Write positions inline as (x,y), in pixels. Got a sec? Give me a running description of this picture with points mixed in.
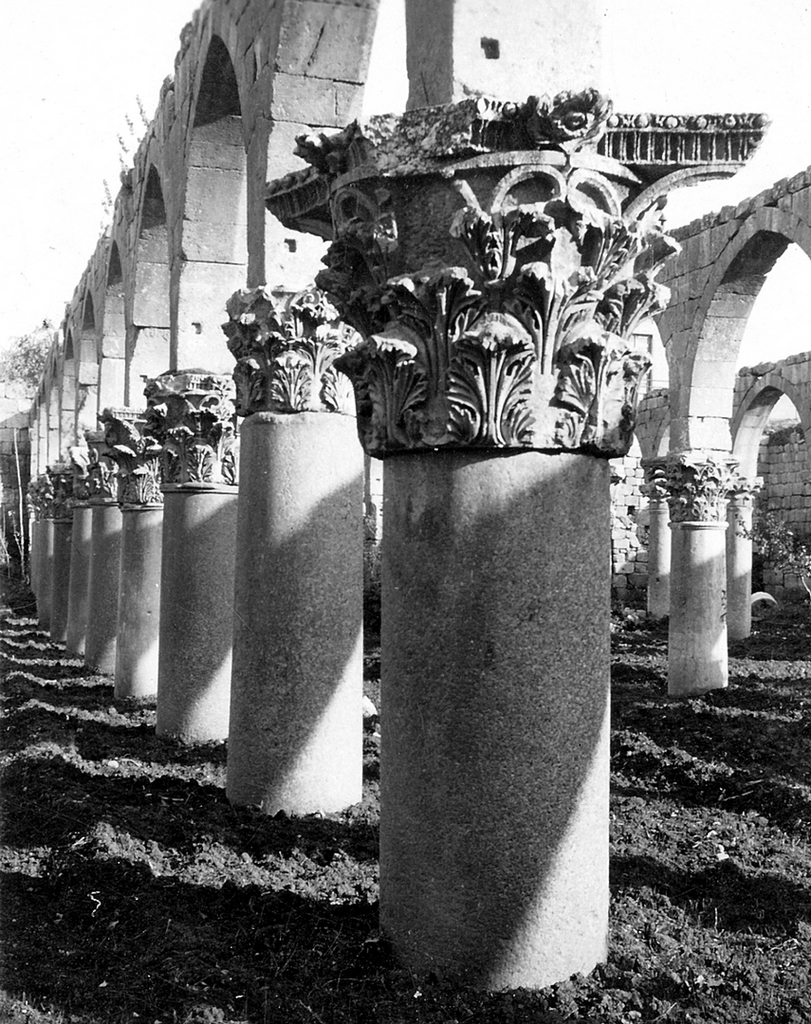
This is a black and white image. There are pillars (248,400) and arches (191,163). There are trees (8,372) at the back (27,358).
